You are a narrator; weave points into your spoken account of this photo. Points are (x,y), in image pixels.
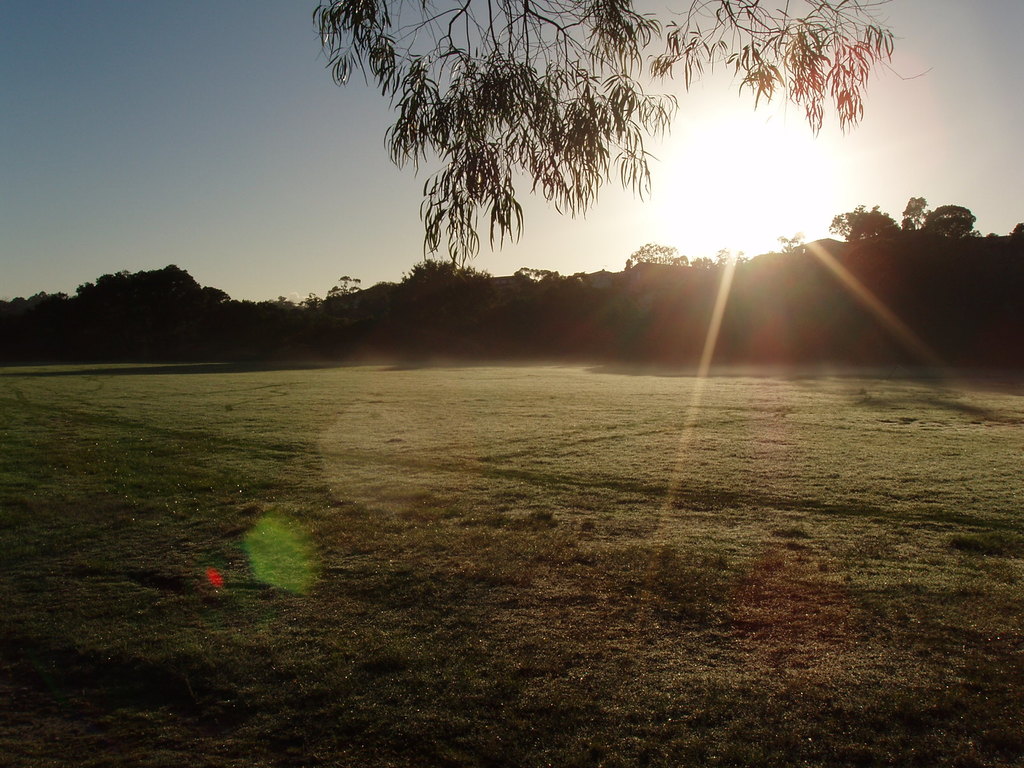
In this image, we can see trees (293,340) and there is a sunset (622,190). At the bottom (432,517), there is ground (299,585).
